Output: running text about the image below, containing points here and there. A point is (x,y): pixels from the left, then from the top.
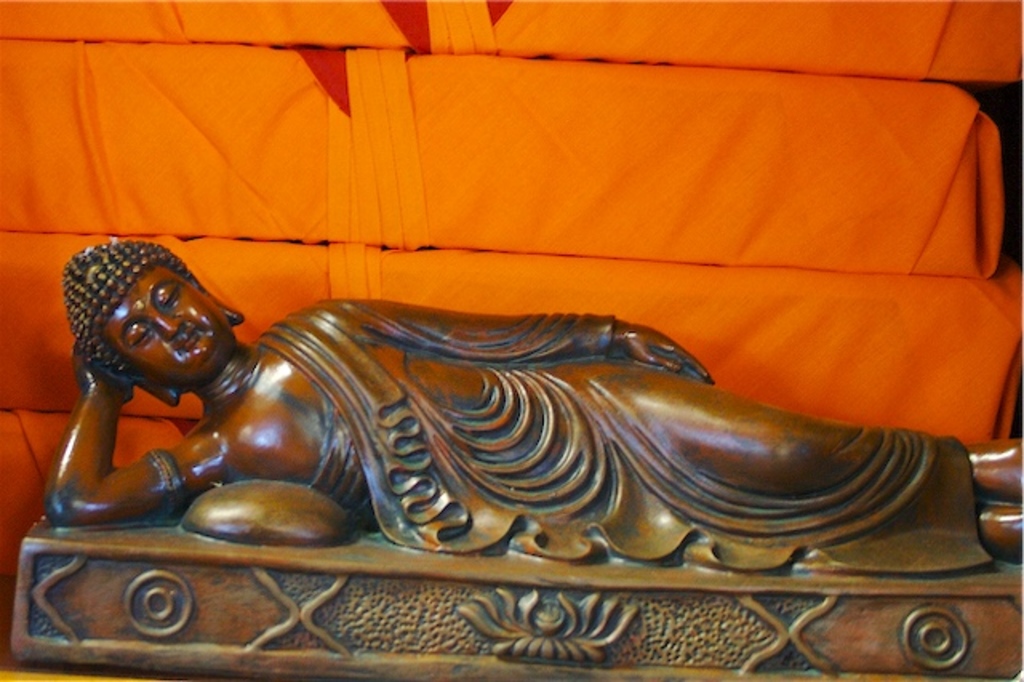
In this picture we can see a sculpture (437,462) of a person (351,512) lying on a brown surface (194,561). There are a few orange objects (338,126) visible in the background (291,262).
